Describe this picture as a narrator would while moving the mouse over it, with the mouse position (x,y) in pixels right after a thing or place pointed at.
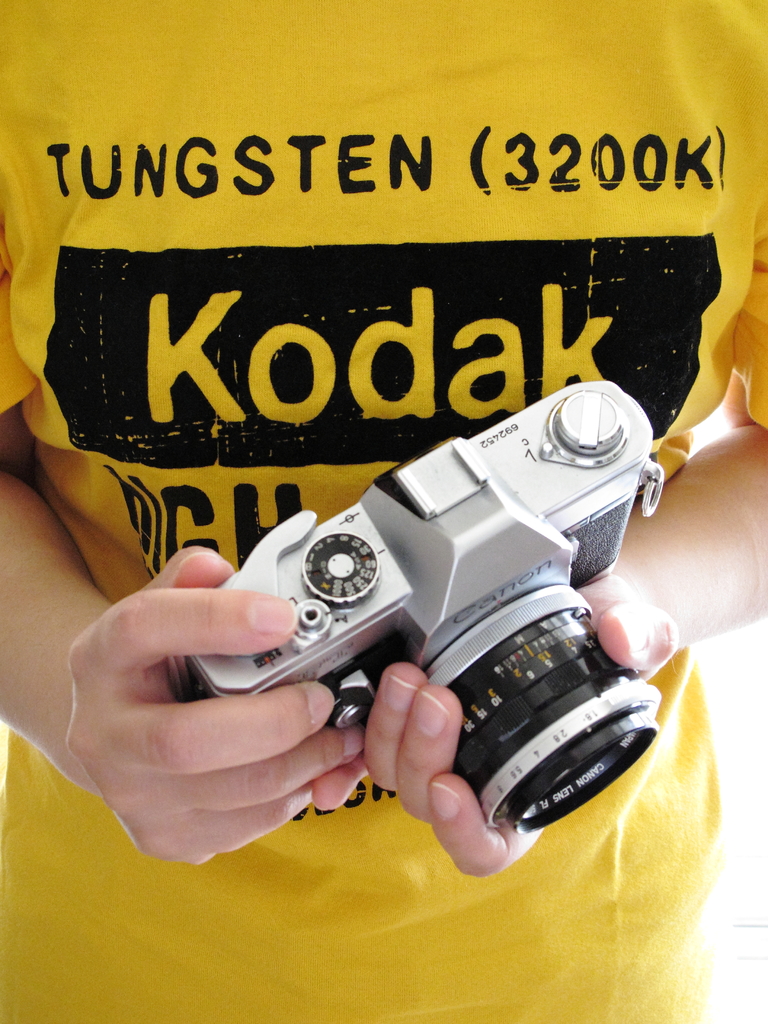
In this image we can see camera (419,632) in person's hand (312,726).
